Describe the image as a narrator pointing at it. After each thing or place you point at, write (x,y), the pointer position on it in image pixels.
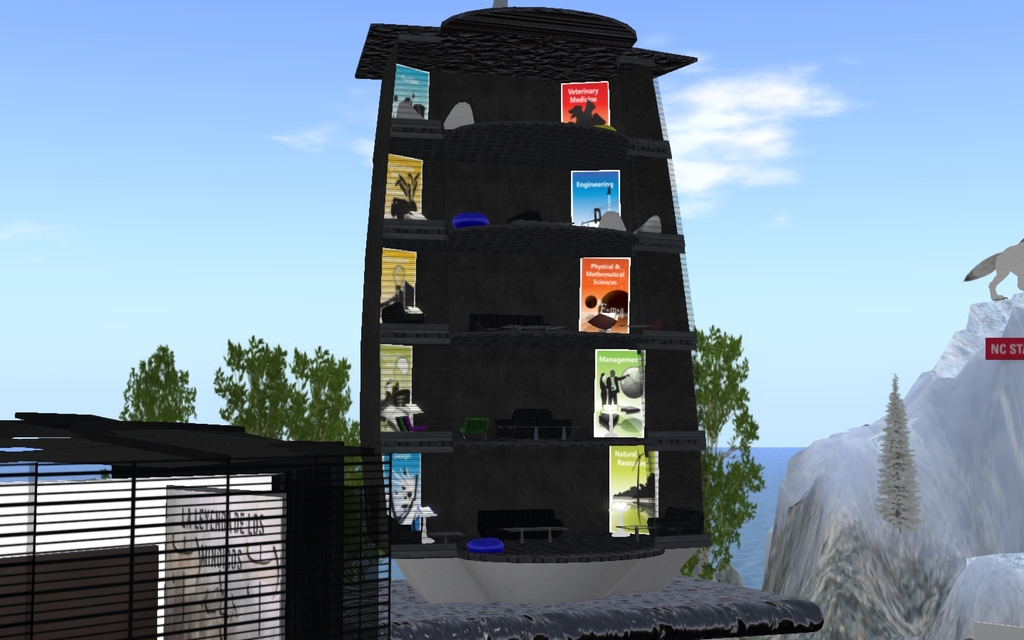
This looks like an animated image. This is a five story building (527,281) with posters (608,199), couches (509,423), lamps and few other things (605,320) in it. I think this is an iceberg (950,538). These are the trees (298,425). This looks like an iron grill (226,628). Here is the water (755,543) flowing. At the right side of the image (981,277), I can see an animal (990,270) standing on the iceberg (967,374). These are the clouds (714,125) in the sky (769,141).
